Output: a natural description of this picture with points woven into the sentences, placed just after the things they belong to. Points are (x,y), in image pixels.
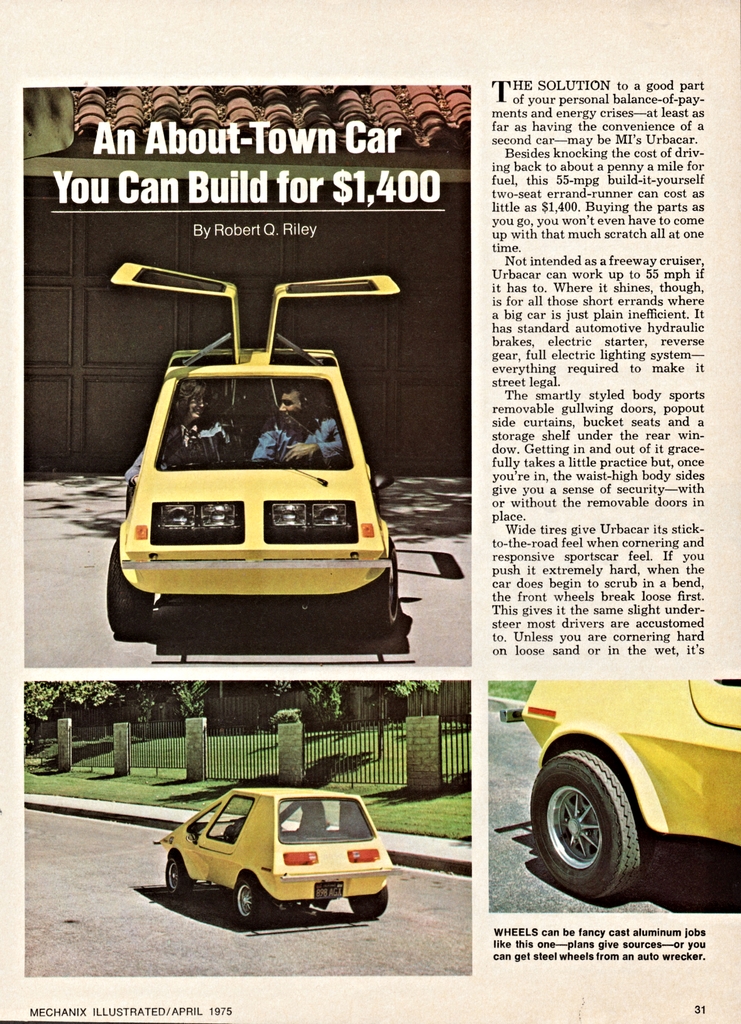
This picture is a article (152,658) in the magazine (225,495) and we see a car (262,564) and couple of them (318,433) seated in it and the car (309,458) is yellow in color.
